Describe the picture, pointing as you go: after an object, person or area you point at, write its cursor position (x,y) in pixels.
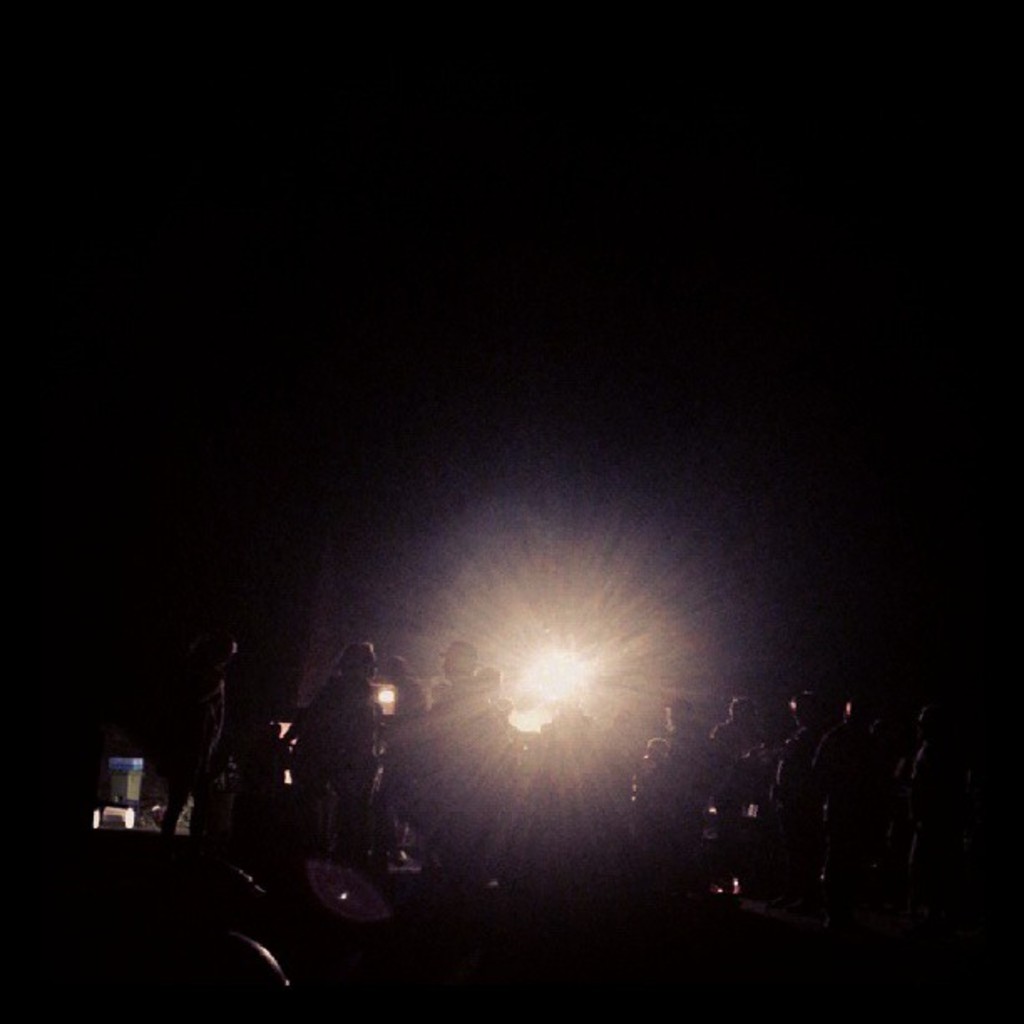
The image is dark and there are a group of people (481,780) gathered in a place and behind them there is a huge spotlight (517,688).
